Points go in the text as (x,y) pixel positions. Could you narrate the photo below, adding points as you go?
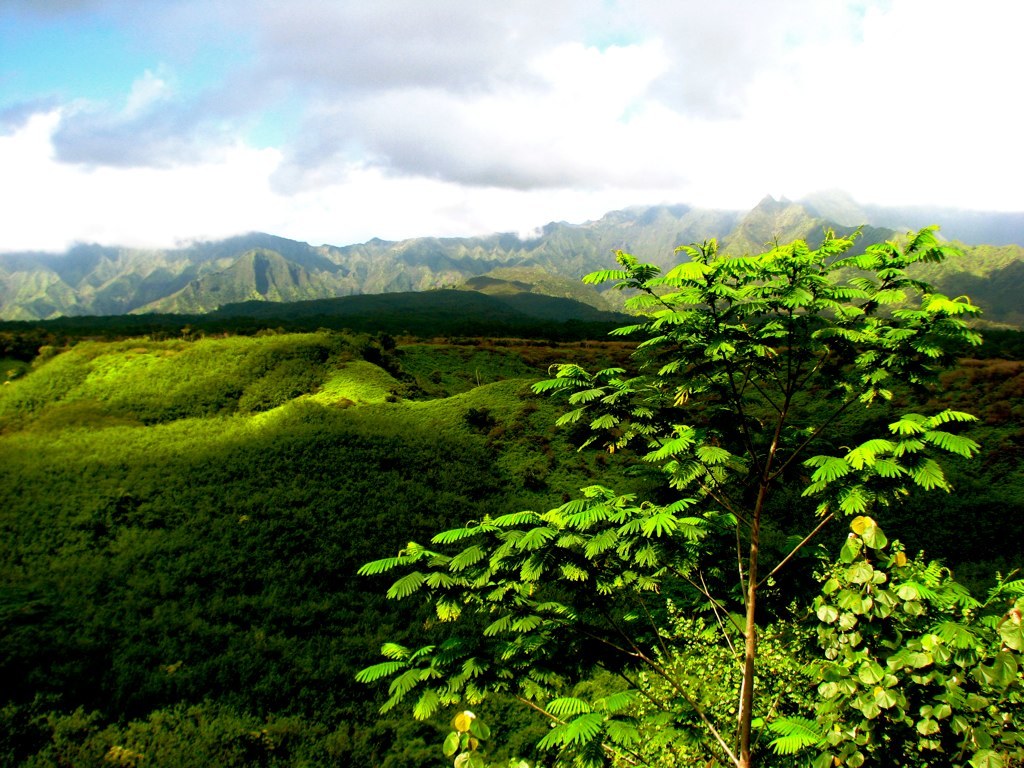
Sky (655,82) is cloudy. Far there are mountains (232,247). Here we can see grass (411,525) and tree (725,551).
